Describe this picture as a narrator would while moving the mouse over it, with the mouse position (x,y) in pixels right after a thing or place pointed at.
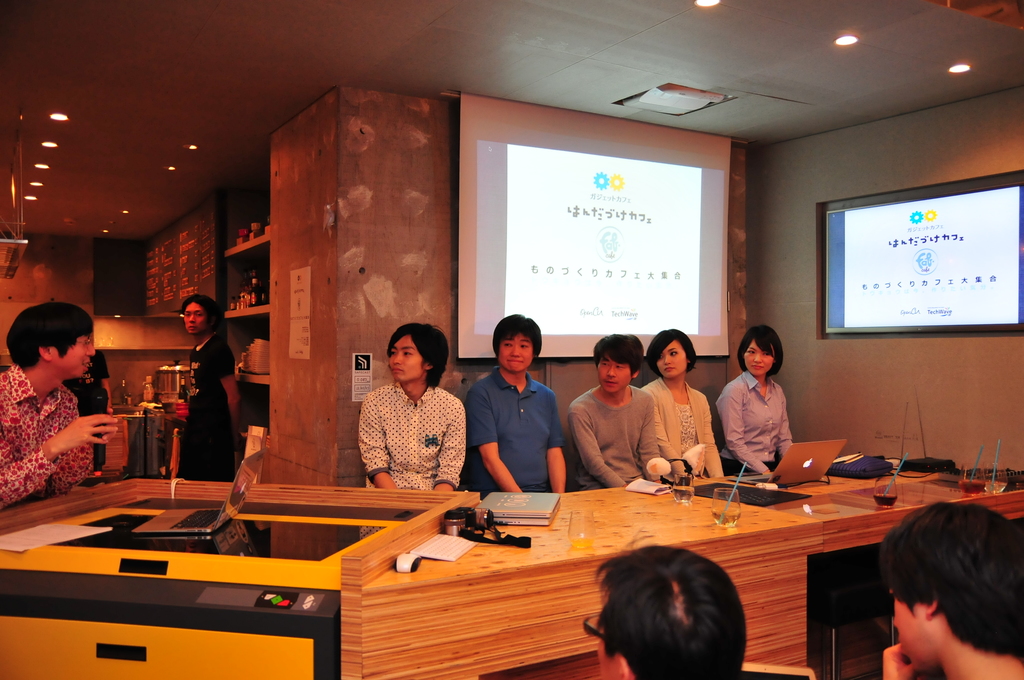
In this picture few people (521,424) are seated and couple of them (94,378) are standing and I can see a projector screen (706,245) and a television (845,215) and few lights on the ceiling (95,65) and I can see few laptops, glasses (890,498), papers (644,481) on the tables (551,523) and I can see couple of posters (370,382) with text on the wall (330,354).
